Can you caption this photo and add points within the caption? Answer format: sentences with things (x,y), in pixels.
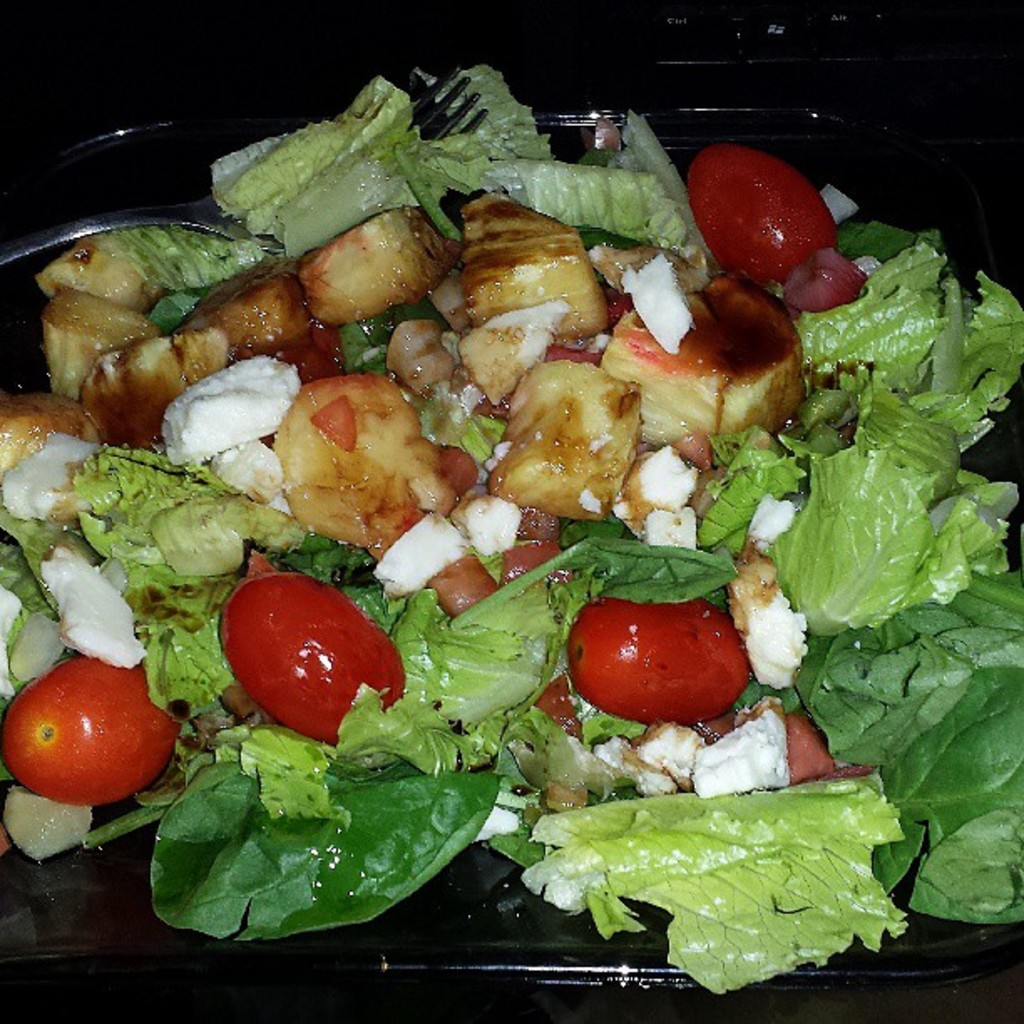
In the image there is a black tray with leaves (512,739), tomatoes (168,727) and some other food items (124,433). And also there is a fork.
